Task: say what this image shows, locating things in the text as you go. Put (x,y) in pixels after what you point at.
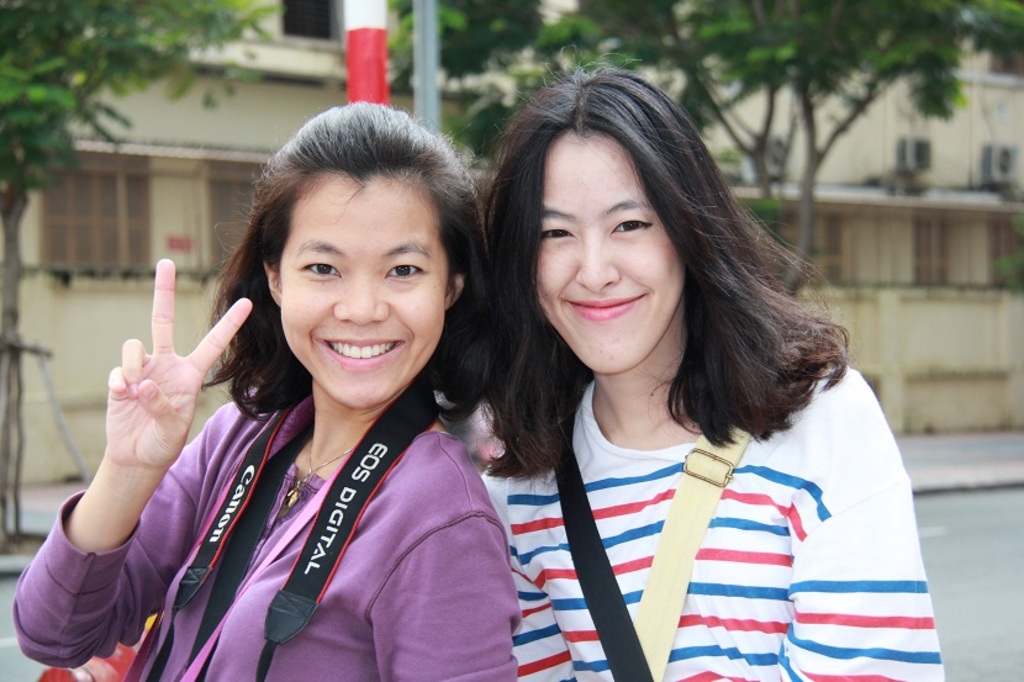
This image consists of two women (586,468). They are smiling. There are trees (112,31) at the top (2,29). There is a building (96,212) in the middle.
